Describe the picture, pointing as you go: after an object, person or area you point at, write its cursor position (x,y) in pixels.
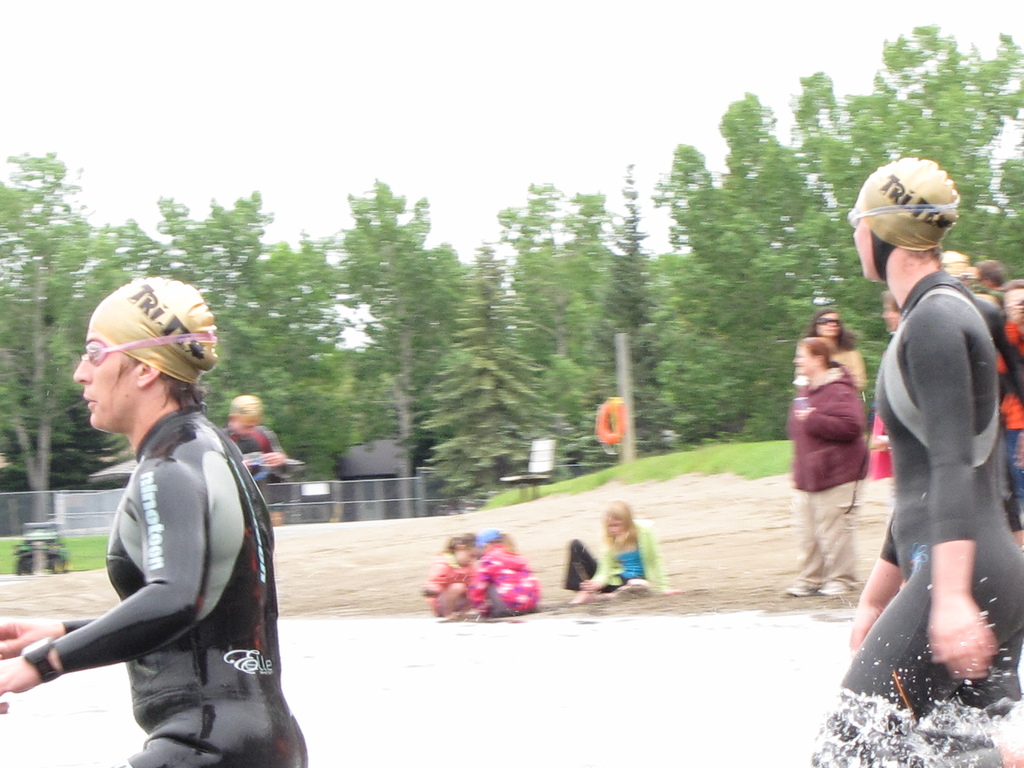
In this image there are persons (249,579) in the water (919,722) in the front (228,664) wearing a swimsuit (926,592). In the background (824,444) there a persons (827,458) sitting and standing and there are trees (454,364), there is grass (669,458) on the ground (668,459) and the sky (468,132) is cloudy.
